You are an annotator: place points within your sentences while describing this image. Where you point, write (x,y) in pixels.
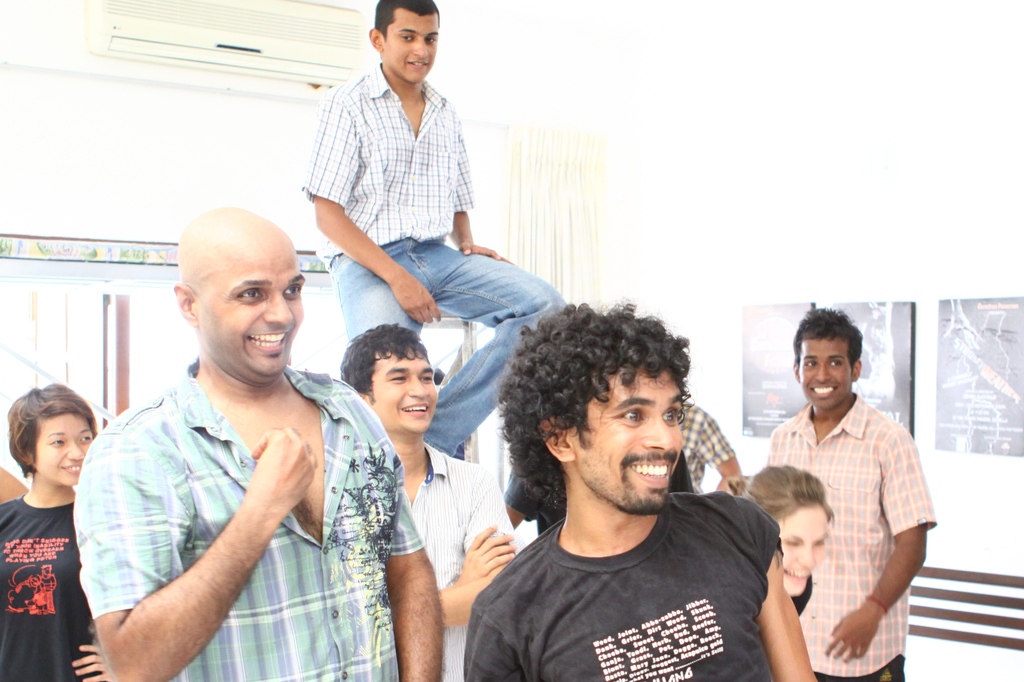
In this image we can see a few people (519,402) standing and smiling, also we can see a person (377,146) sitting on the stand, there are some posters (907,368) and air conditioner (323,69) on the wall (875,254), also we can see a curtain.
